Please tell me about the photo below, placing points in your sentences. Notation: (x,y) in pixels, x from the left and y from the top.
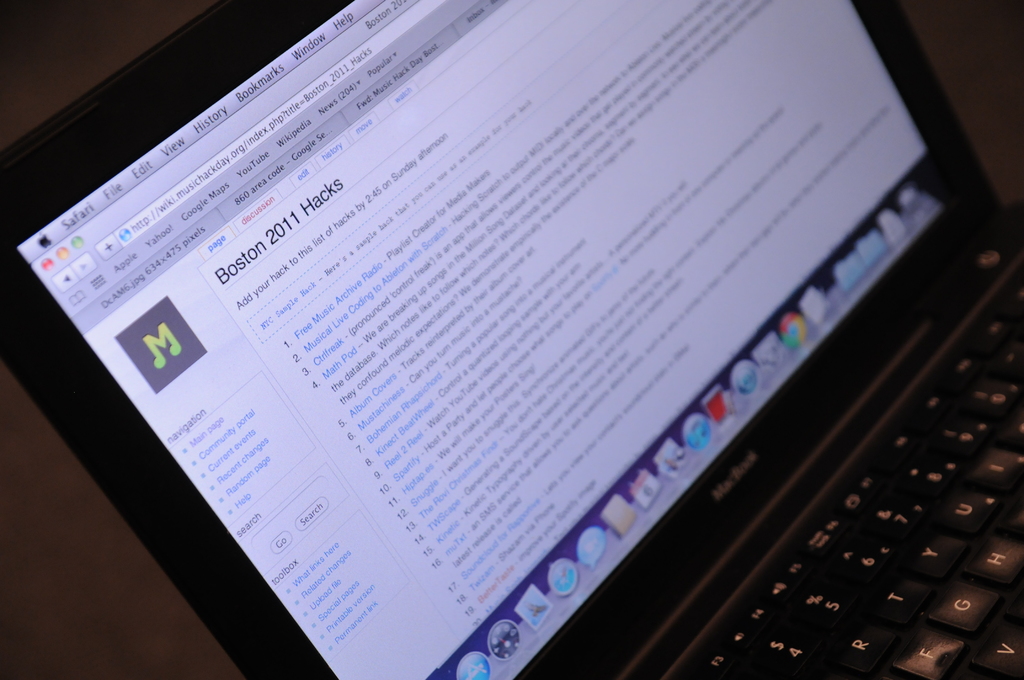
In this picture we can see a laptop (729,504) and keys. On the laptop screen (294,364) there are icons (727,411), files (892,229), words (321,45) and other things (357,80).
